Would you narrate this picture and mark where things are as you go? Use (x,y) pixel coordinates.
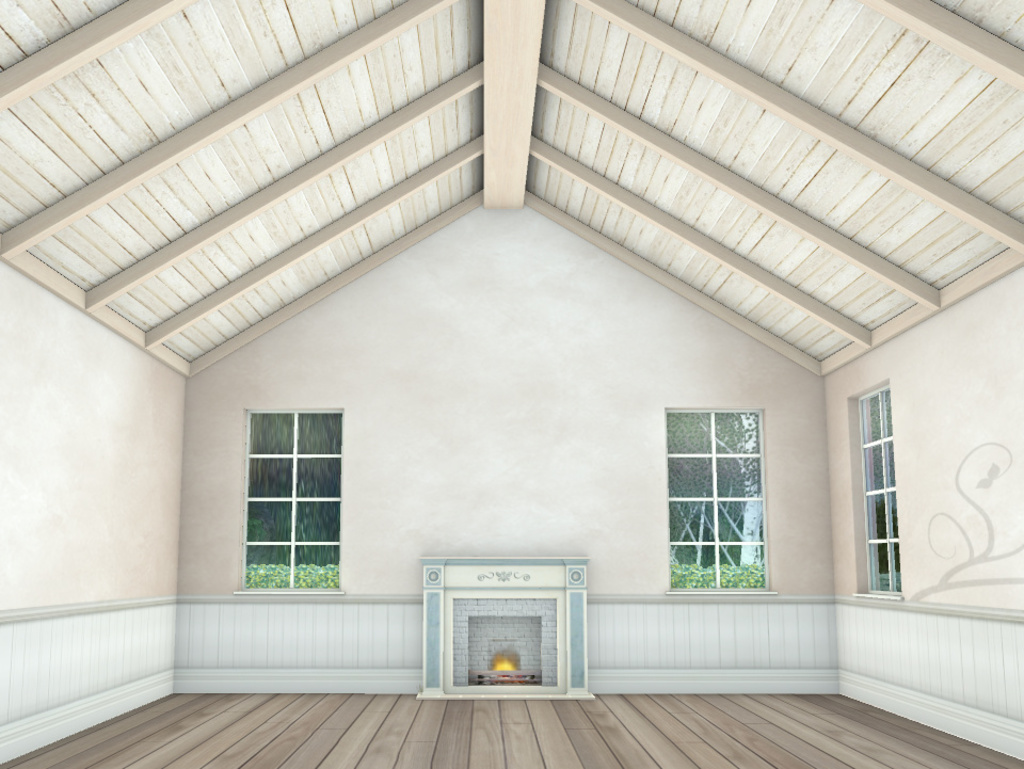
This image is clicked inside. It looks like it is edited. In the front (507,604), there is a fireplace (454,585). At the bottom (303,750), there is a floor (460,762). In the front (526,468), there is a wall (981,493) along with the windows (262,565).
